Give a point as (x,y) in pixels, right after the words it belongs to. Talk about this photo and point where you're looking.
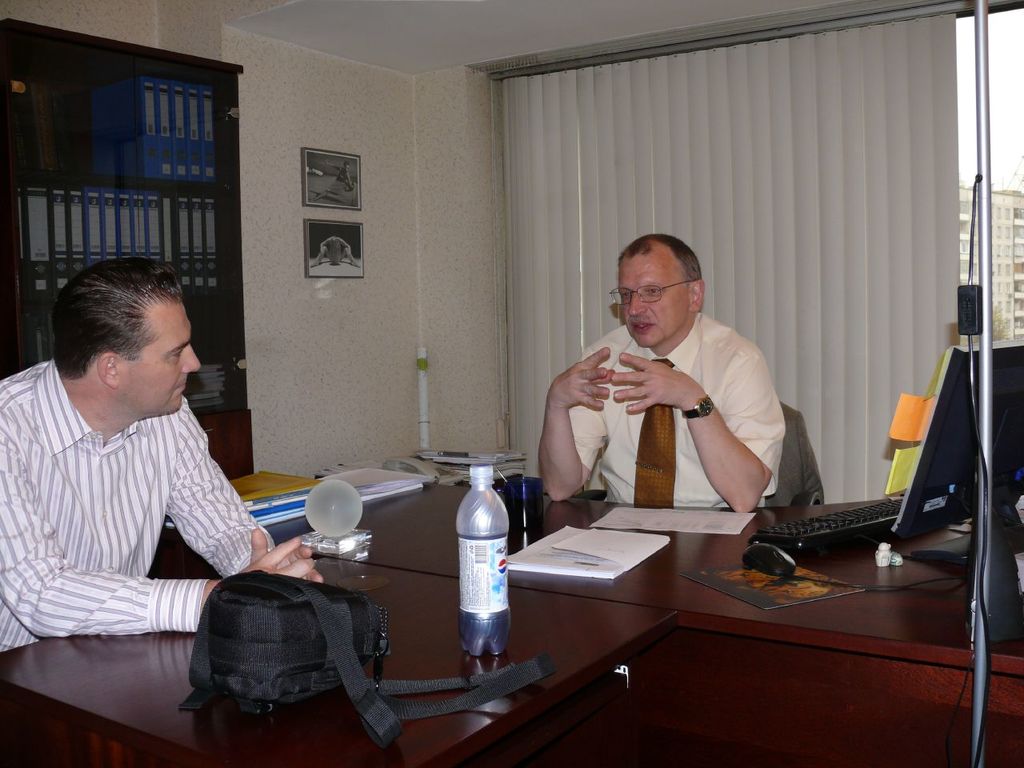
Man (678,385) in the middle of the picture (678,385) wearing cream shirt (720,349) and brown tie (657,462) is sitting on the chair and he is talking to the man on the opposite side who is wearing white striped shirt (102,539). In front of them, we see a table (517,657) on which monitor (956,484), keyboard (865,520), mouse (776,543), papers (591,532), water bottle (493,562), books (305,486), files (387,491) and black bag (316,654) are placed. Behind them, we see a rack (157,257) in which many books (169,122) are placed. Beside that, we see a white wall (300,267) on which photo frames (345,267) are placed. Beside that, we see a window blind (883,333) from which we see many buildings (1010,293) and this picture is clicked inside the room (419,534).
